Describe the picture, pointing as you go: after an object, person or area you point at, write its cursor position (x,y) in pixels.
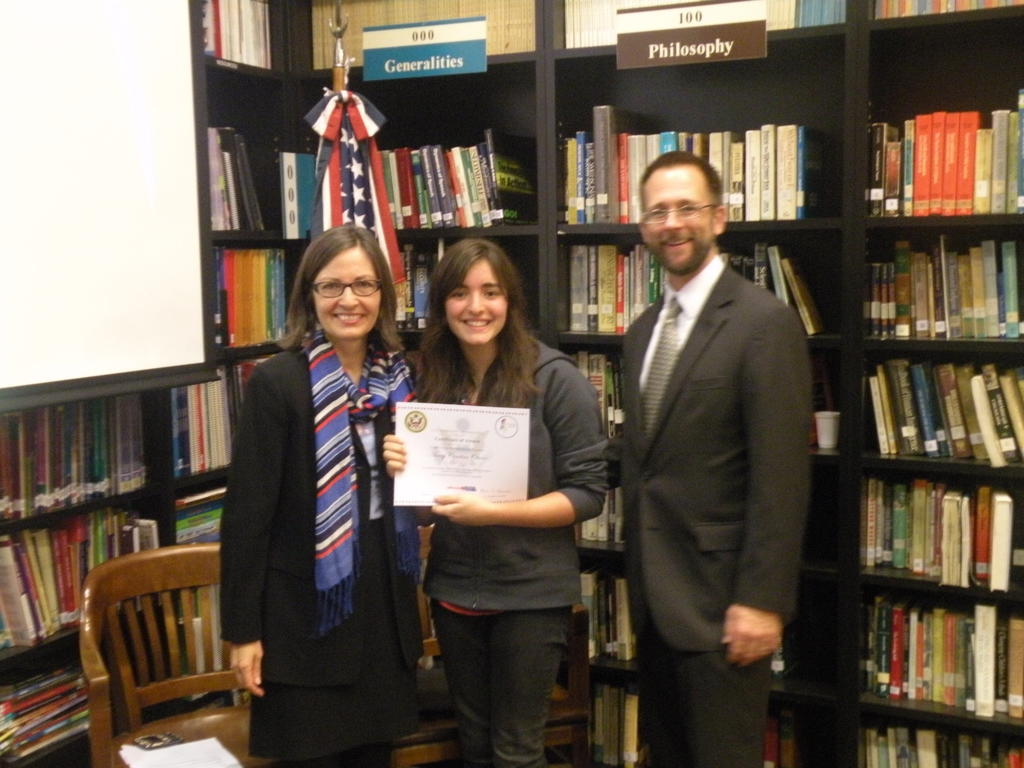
It is taken in a closed room (510,355) where three people (554,386) are standing behind them there are shelves (581,125) and number of books (454,167) are present and there is a flag (370,138) and there are some text (729,45) written on the shelves (553,27) and at the left corner of the picture (120,283) there are one screen (140,295) and empty chair (135,689) and some papers (187,752) on it, at the right corner of the picture (690,654) the man (707,592) is wearing a suit (700,566) and in the left corner of the picture (321,596) the person (312,545) is wearing a dress (296,409) and a scarf (343,389) and in the middle (427,475) the person (452,506) is holding a certificate (473,486).
